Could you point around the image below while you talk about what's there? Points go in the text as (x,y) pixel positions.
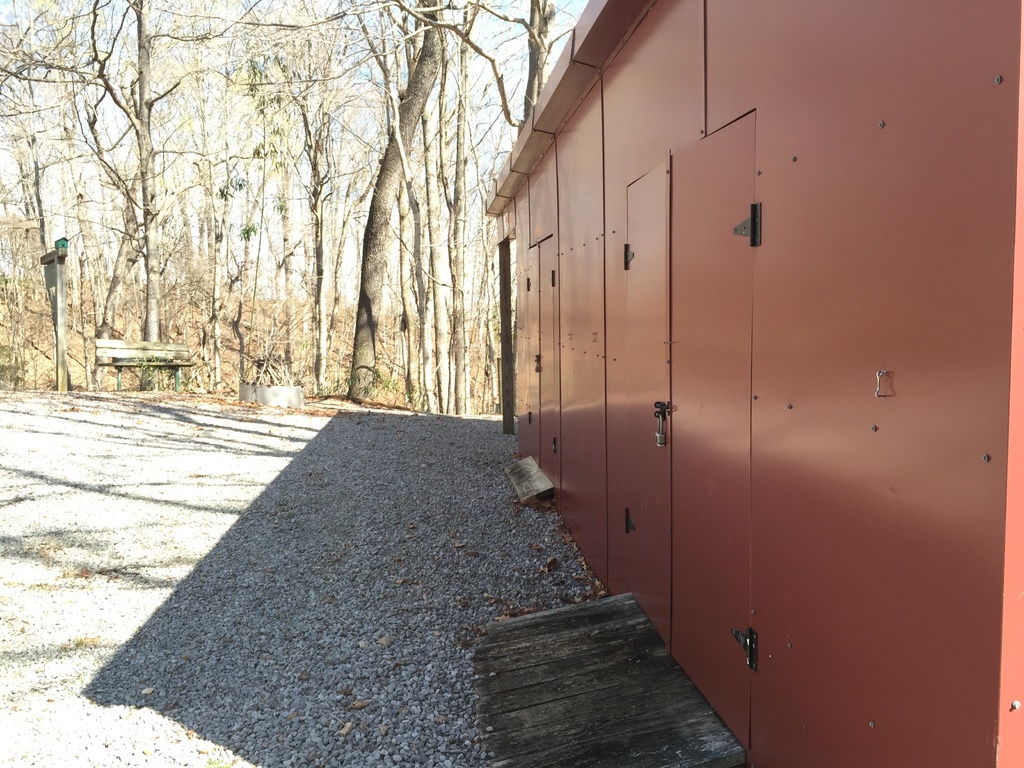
In this image, at the right side (684,130) there is a brown color house (671,134) and there are some doors (739,434) to enter in it, at the background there are some trees (216,175).
